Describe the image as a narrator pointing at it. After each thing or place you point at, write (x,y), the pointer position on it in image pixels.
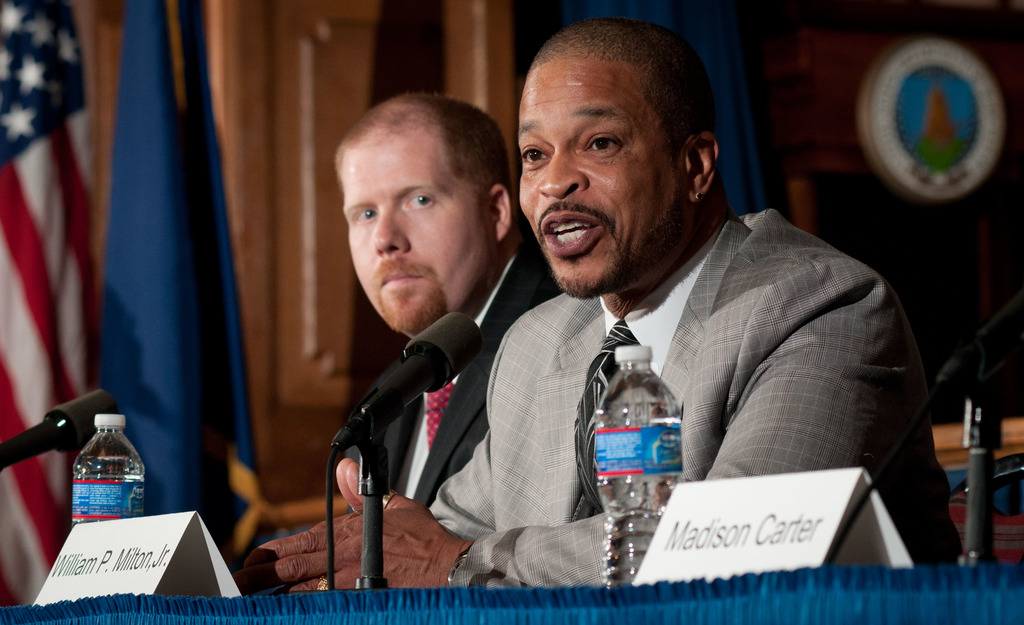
In this picture we can see two persons (523,258) sitting on the chair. This is the table (477,604) and there are two bottles (105,453) on the table (463,609). These are the mikes (416,375). And in the background (194,189) we can see the flags (88,217).
